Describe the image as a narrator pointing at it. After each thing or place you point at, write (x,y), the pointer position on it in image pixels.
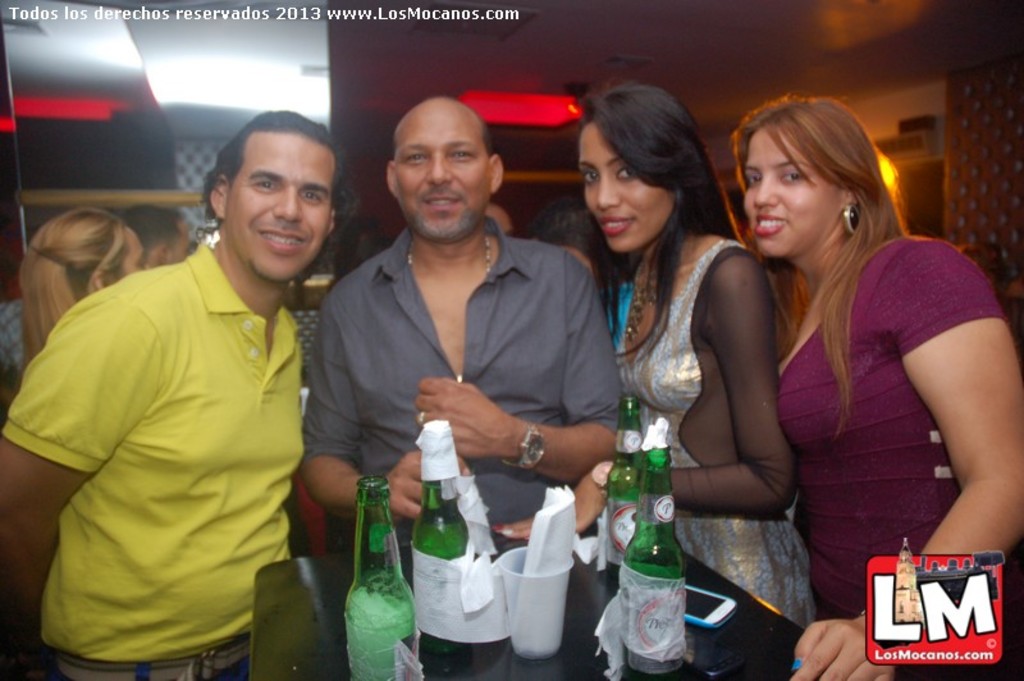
These four persons (903,323) are standing and giving stills. In-front of them there is a table (328,636), on this table (330,649) there are bottles (453,553), cup (549,581), papers (603,545) and mobile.
